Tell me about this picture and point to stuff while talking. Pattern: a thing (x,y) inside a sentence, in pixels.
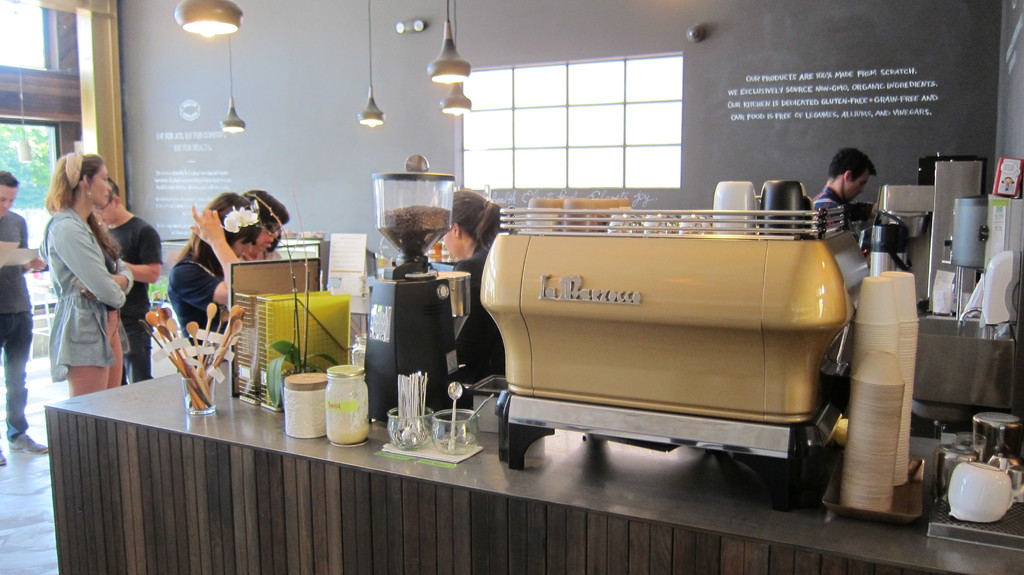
In this image there are people (92,202) standing on the floor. There is a table (548,470). On top of it there are coffee machines (652,305), cups (882,308). There are spoons (189,365) in the glass (197,387) and there are a few other objects (943,460). In the background of the image (652,77) there is a window (605,149) and there is some text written on the wall (811,102). There are lights (373,120). On the left side of the image (48,133) there is a glass door (41,150) through which we can see trees (37,184).
